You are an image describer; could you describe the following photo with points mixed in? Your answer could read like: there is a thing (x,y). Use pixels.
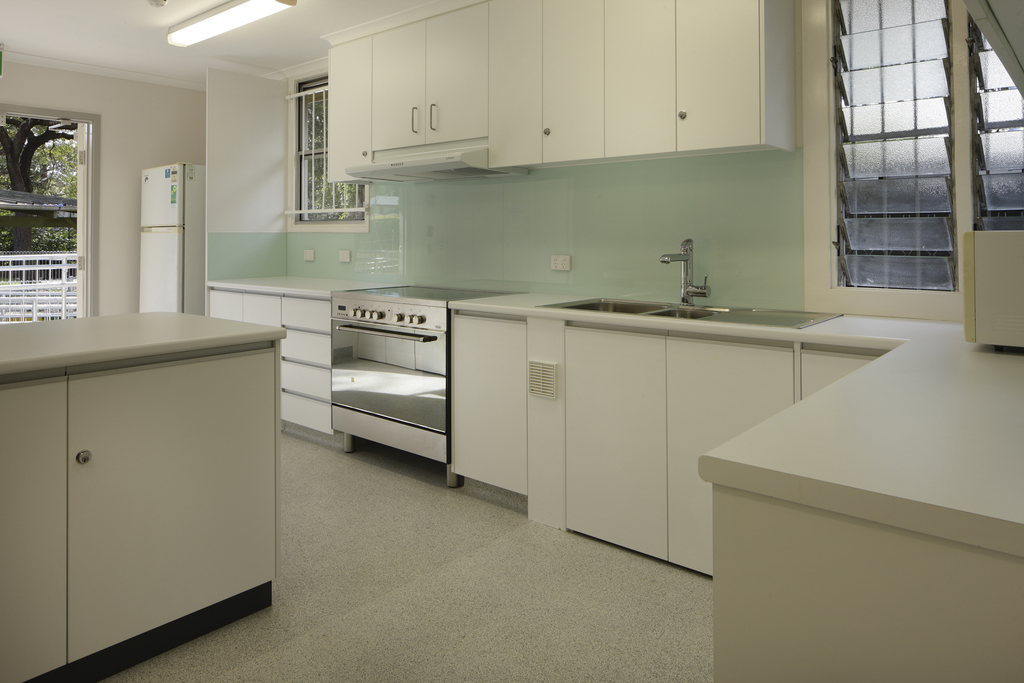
In this picture I can see the inside of a room (336,592) and on the right side of this picture (710,352) I can see the cabinets (644,57), a sink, counter top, windows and the floor (663,589). On the left side of this picture (95,232) I can see the door (12,107) through which I can see a tree (31,154) and on the bottom left of this picture (163,524) I can see another cabinet (156,354). On the top of this picture (234,17) I can see a light (171,42).
